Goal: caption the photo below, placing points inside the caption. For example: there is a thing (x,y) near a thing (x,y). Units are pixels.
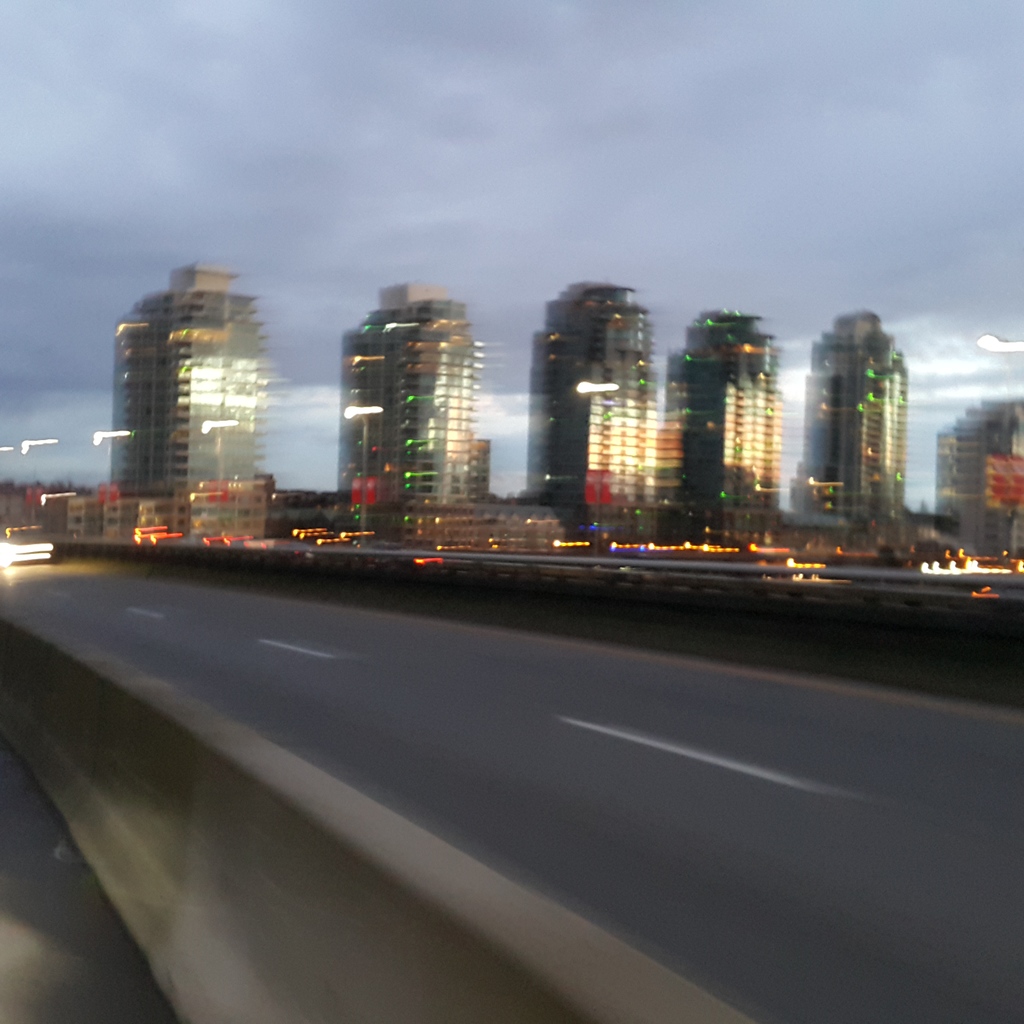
In this picture I can see there is a road (687,805), there are few buildings (446,486) in the backdrop (327,489) and the sky (430,84) is cloudy.
